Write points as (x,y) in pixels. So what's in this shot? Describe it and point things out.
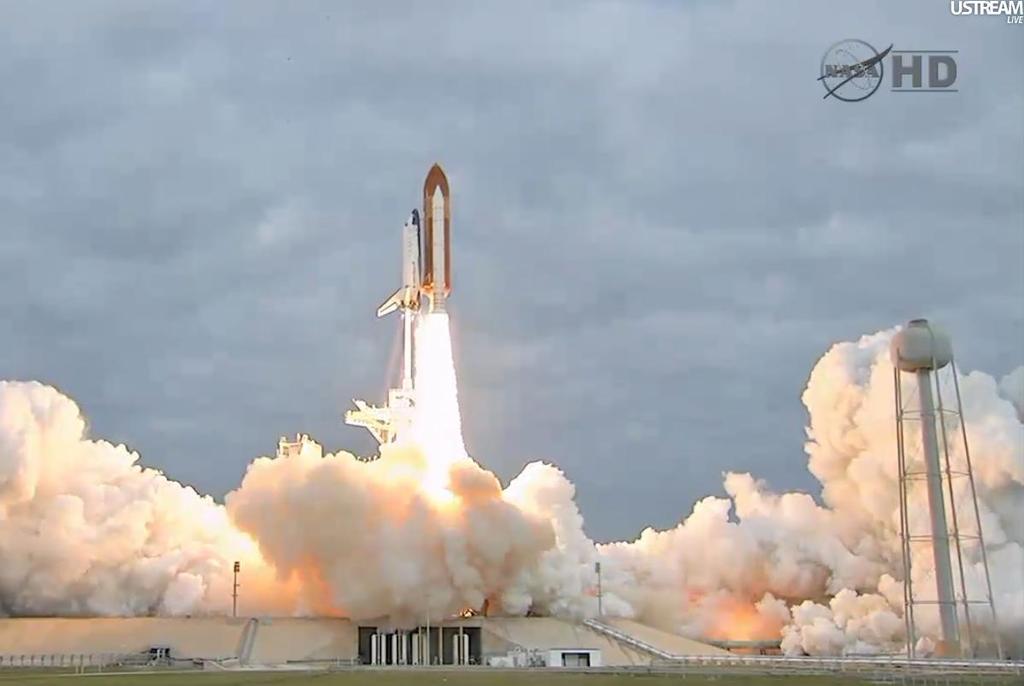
In the center of the image (447,243) there is a rocket (439,170) in the air (21,358). At the bottom of the image (841,617) we can see fire (431,370), smoke (890,375), tower (900,499) and building (476,624). In the background (305,423) there are clouds (438,114) and sky (463,132).
